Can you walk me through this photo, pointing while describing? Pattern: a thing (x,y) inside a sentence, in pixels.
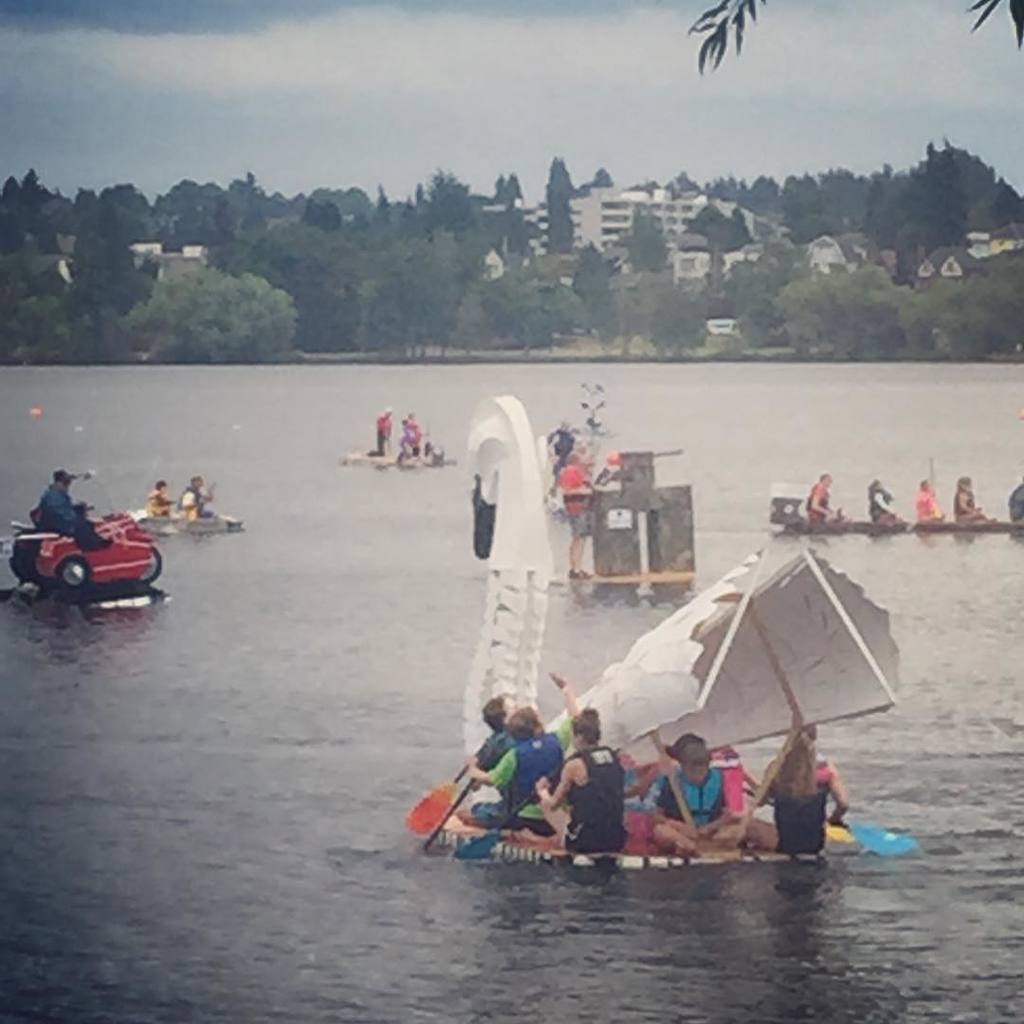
In this picture we can see boats (50,568) here, there are some people (679,754) sitting in the boats (537,528), at the bottom (765,971) there is water (641,955), we can see paddles (463,855) here, In the background (647,236) there is a building (636,208) and some trees (933,215), we can see the sky (471,101) at the top of the picture (426,77).
